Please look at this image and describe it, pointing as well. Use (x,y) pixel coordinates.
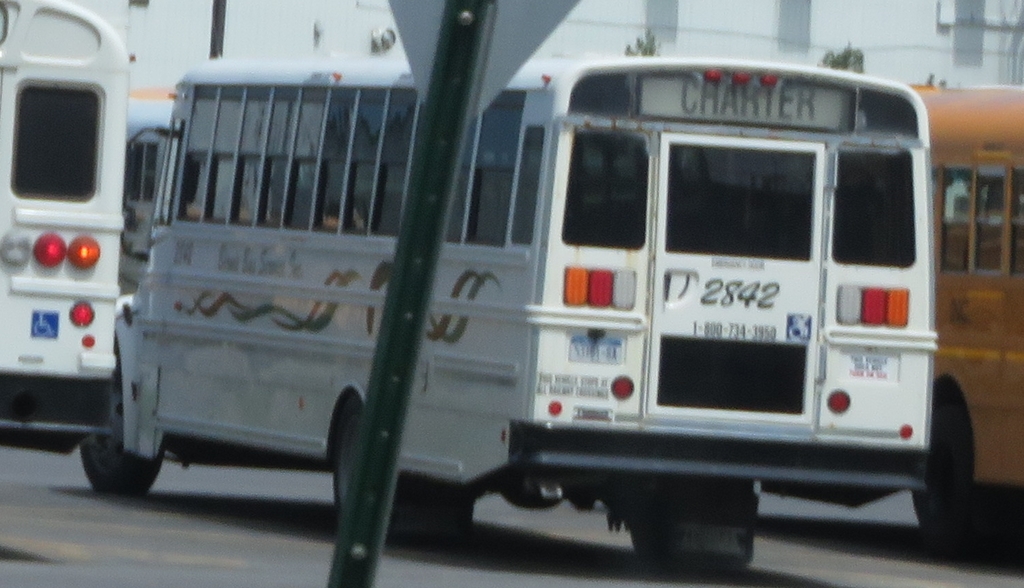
In this image there are some vehicles (626,186), and in the foreground (454,180) there is a pole (441,178) and board (423,83) and in the background (945,21) there are buildings (968,32). At the bottom (209,544) there is road (94,514).
